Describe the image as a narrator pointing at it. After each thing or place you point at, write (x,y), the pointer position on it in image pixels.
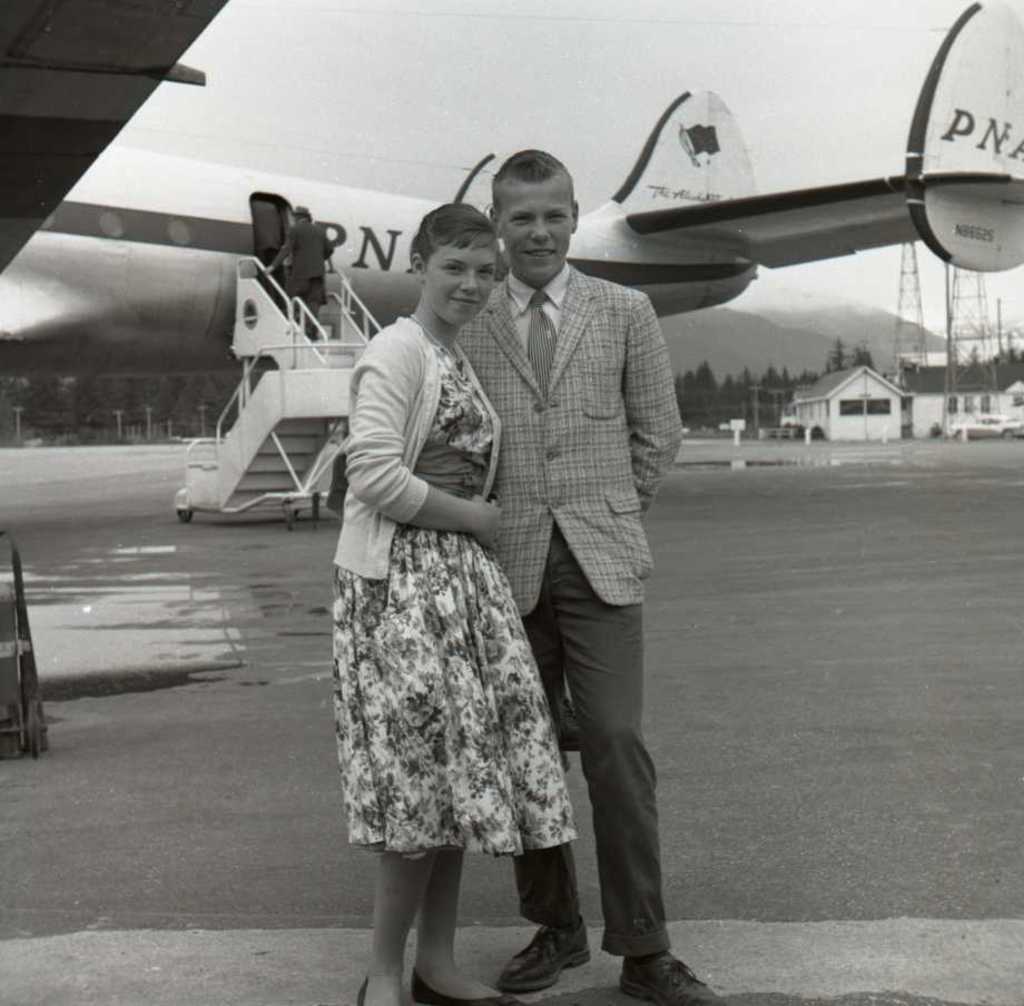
This is a black and white image. Here I can see a woman (380,520) and a man (569,545) standing on the ground (316,907), smiling and giving pose for the picture. In the background (250,230) there is an airplane (186,256) on the ground (149,577) and one person (300,295) is walking on the stairs (314,398). In the background (742,379) there are many trees (706,389) and buildings (905,401) and also there are few poles (958,314). At the top of the image (489,80) I can see the sky (378,56).
